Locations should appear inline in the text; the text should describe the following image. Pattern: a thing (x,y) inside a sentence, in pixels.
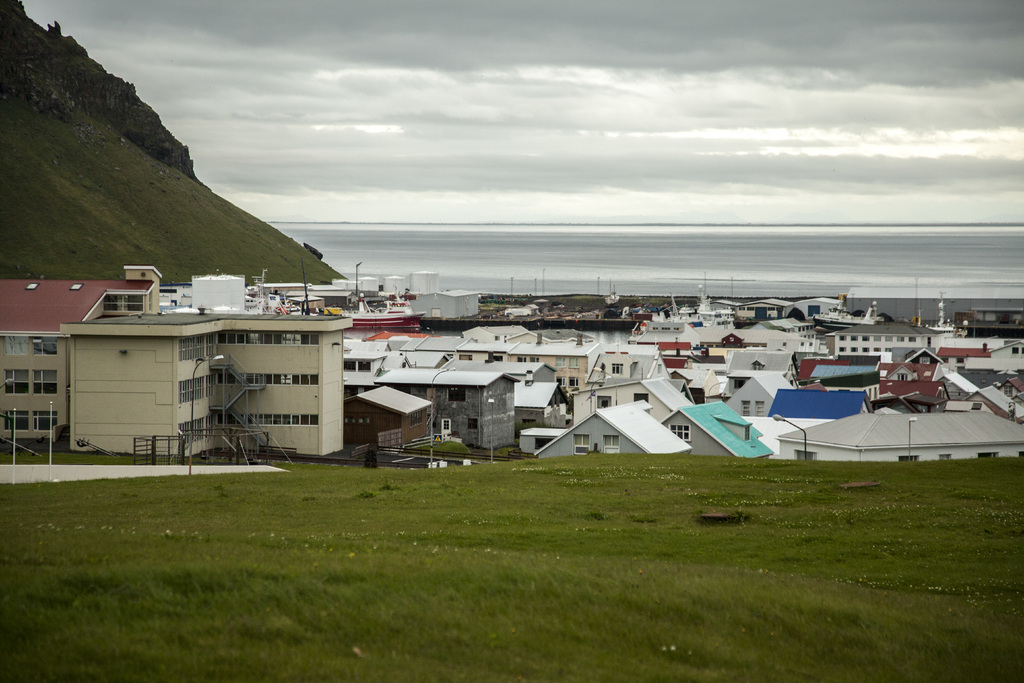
In this image, there is an outside view. There are some buildings (752,364) in the middle of the image (666,404). There is a hill (73,140) in the top left of the image (183,146). There is a sky (440,130) at the top of the image (461,126).
